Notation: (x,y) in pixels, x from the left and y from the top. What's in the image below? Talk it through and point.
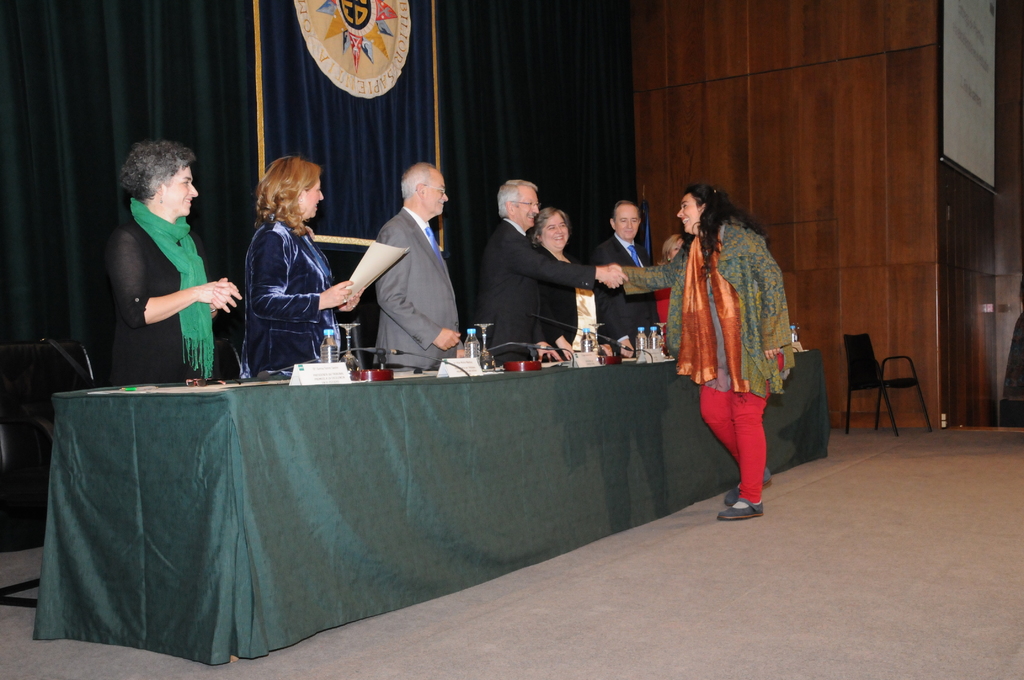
In this picture there some old men (403,225) wearing black color suit (610,303), and standing in front (622,307). Beside there is a woman (713,293) shaking the hand (604,283) with the old man (576,277). In the center (554,404) there is a table (526,378) with water bottles (590,344) and microphone (608,342). In the background (456,152) there is a black curtain (458,112) and wooden panel wall (778,167).
